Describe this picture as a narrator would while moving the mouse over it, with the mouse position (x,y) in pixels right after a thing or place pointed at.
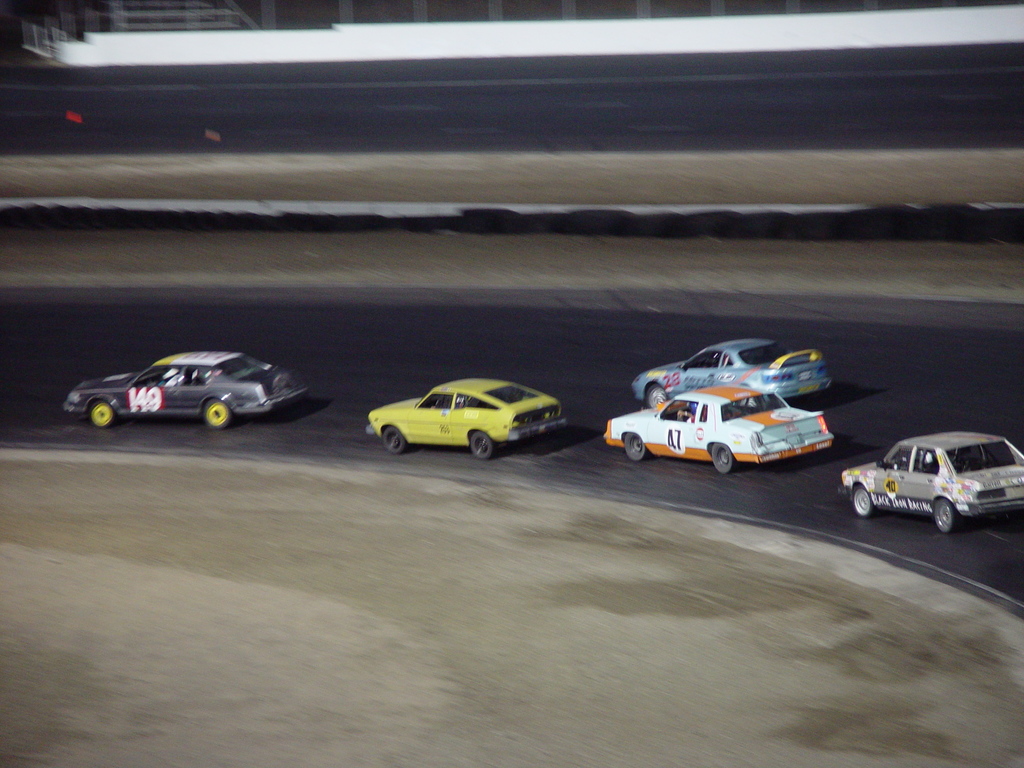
In this image in the center (468,400) there are some cars (945,452), at the bottom (354,573) there is road (960,336) and sand (171,693) and in the background (351,150) there is road (957,147) and buildings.
